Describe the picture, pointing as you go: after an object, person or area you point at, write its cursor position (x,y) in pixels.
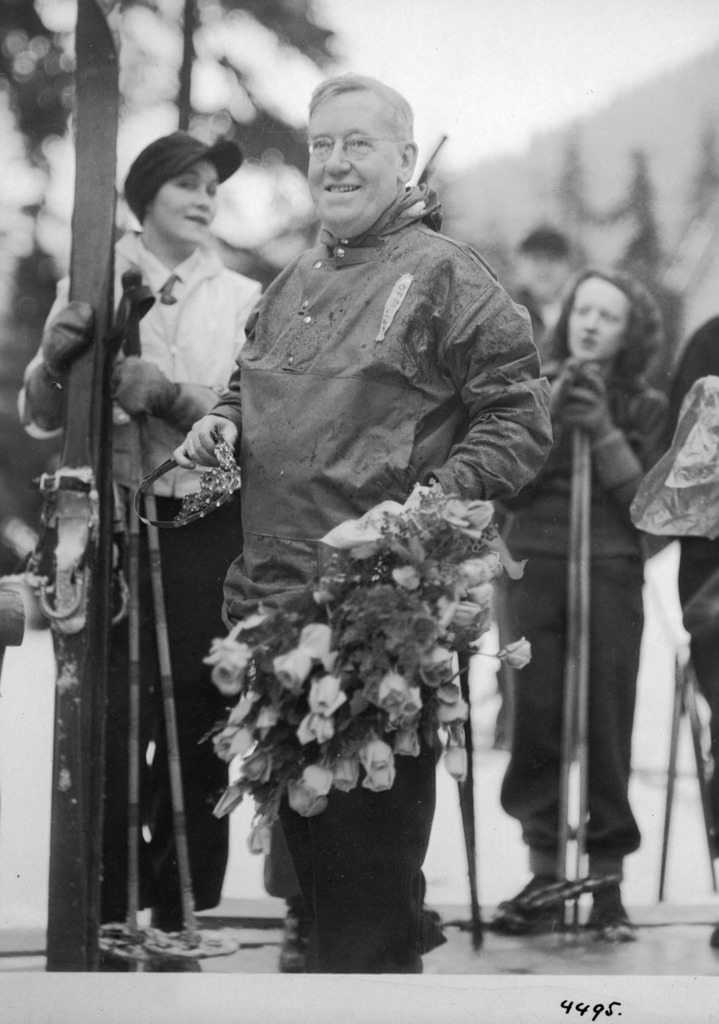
Here in this picture in the front (299,424) we can see a person (362,462) standing over a place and he is smiling and holding a flower bouquet (355,603) in his hand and behind him also we can see other people (166,253) standing on the ground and all of them are wearing jackets (360,441) on them and the woman (215,385) on the left side (215,385) is holding ski poles (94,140) in her hands (56,331) and wearing gloves (56,386) and cap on her over there.
